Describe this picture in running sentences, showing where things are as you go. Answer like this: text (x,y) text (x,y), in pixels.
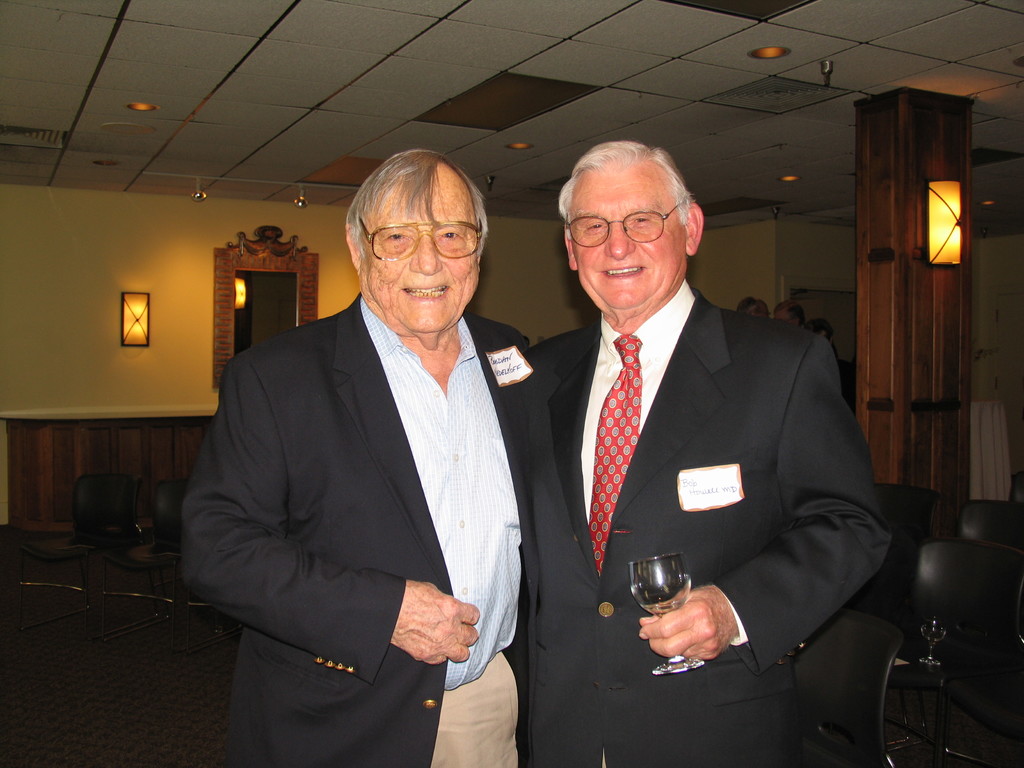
In this image we can see the inside view of a room (402,283), there are two men (543,442) standing towards the bottom of the image (564,542), the men (614,421) are wearing spectacles (395,246), there is a man (682,481) holding a glass (635,562), there is a table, there is a glass (930,634) on the table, there are chairs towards the left of the image (168,558), there are chairs (938,607) towards the right of the image (1004,585), there is a pillar (900,254), there is a wall (123,281), there is a mirror (269,289) on the wall (192,288), there are lights (124,308), there is roof (533,87) towards the top of the image (653,87).
